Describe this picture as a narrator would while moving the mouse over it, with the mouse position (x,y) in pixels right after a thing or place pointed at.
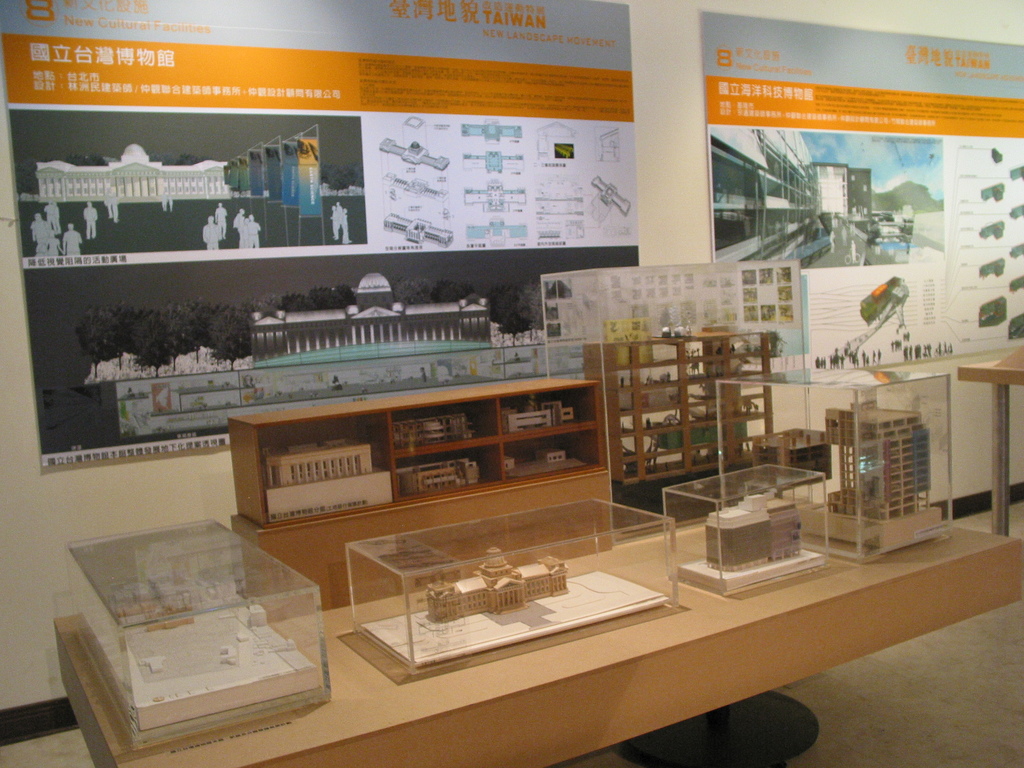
In this picture we can see tables (600,647) with some objects (158,652) placed in a glass boxes (673,543) and in the background (600,496) we can see cupboards (446,396), banners (394,184).
